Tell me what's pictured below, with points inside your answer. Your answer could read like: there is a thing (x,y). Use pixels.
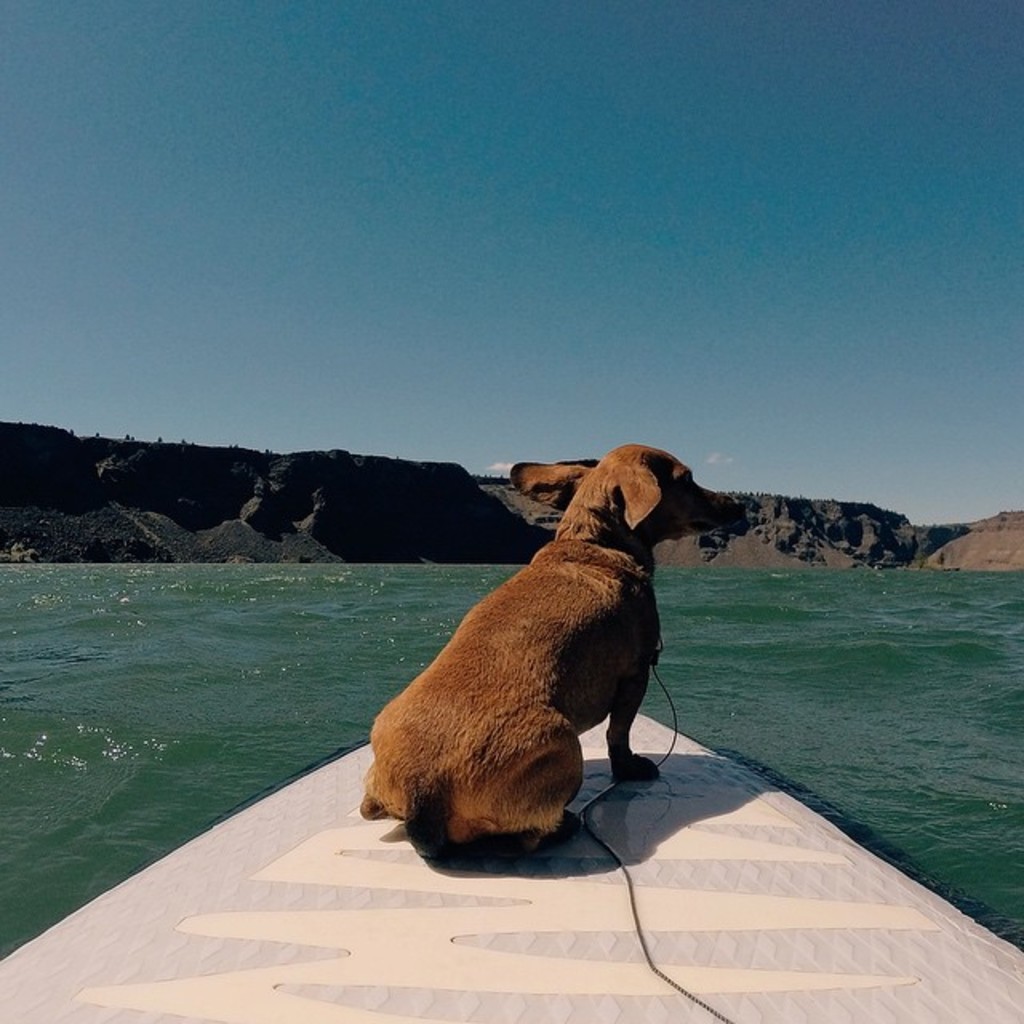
In this image, we can see a dog (484,812) is sitting on a board (603,854). Here we can see water (963,760), mountains (711,549). Top of the image (634,226), there is a sky (546,147).
